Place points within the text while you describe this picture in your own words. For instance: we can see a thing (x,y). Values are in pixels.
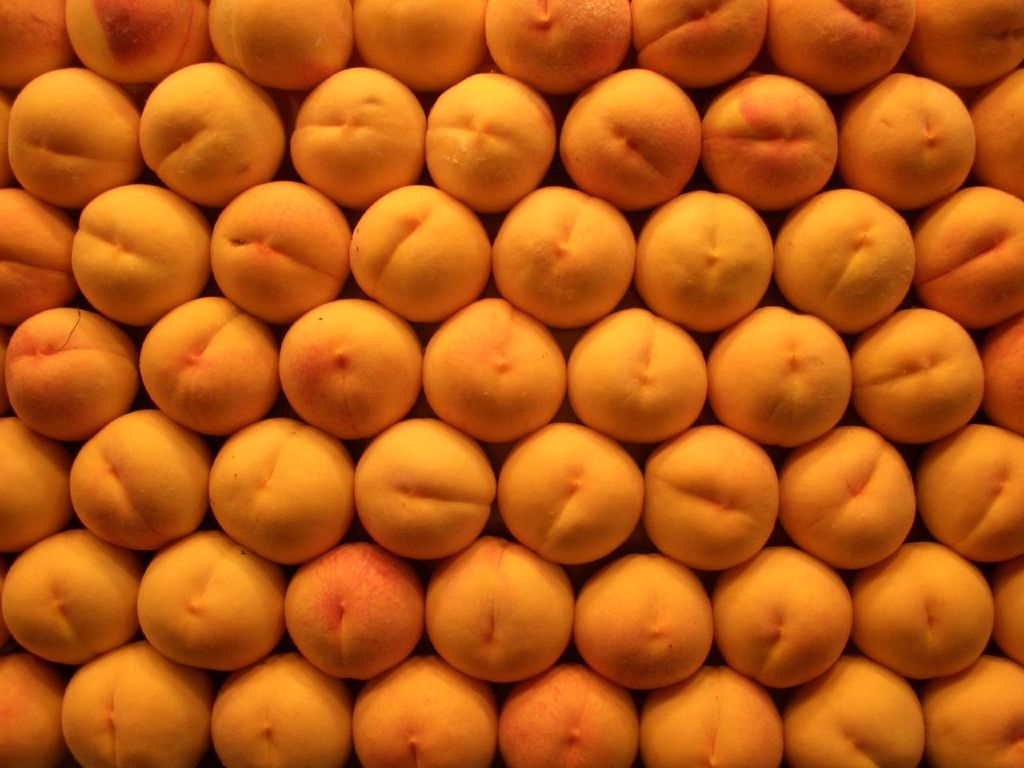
In this image I can see peach fruits (556,35) in a bulk quantity may be on the table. This image is taken may be during a day.
